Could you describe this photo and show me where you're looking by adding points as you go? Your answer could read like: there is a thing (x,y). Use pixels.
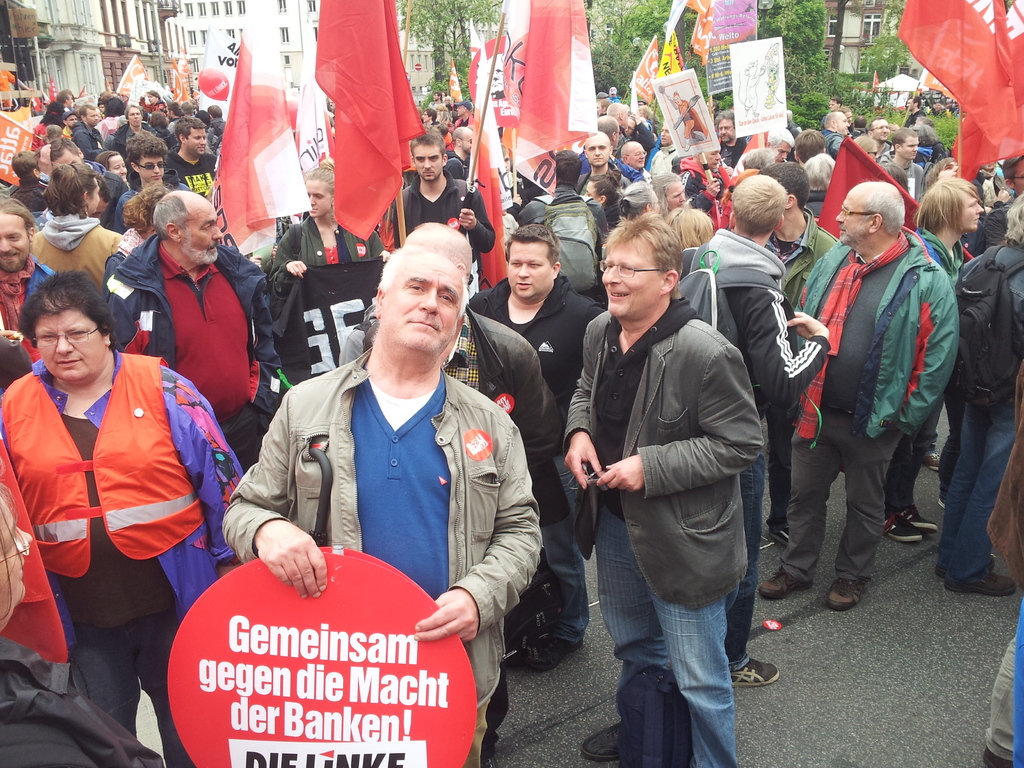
In this picture we can see a group of people (174,594) standing on the road (961,606), flags (534,20), posters (687,128), spectacles (611,266), bags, jackets (684,391) and in the background (65,27) we can see buildings (58,47) with windows (230,5) and trees (786,19).
